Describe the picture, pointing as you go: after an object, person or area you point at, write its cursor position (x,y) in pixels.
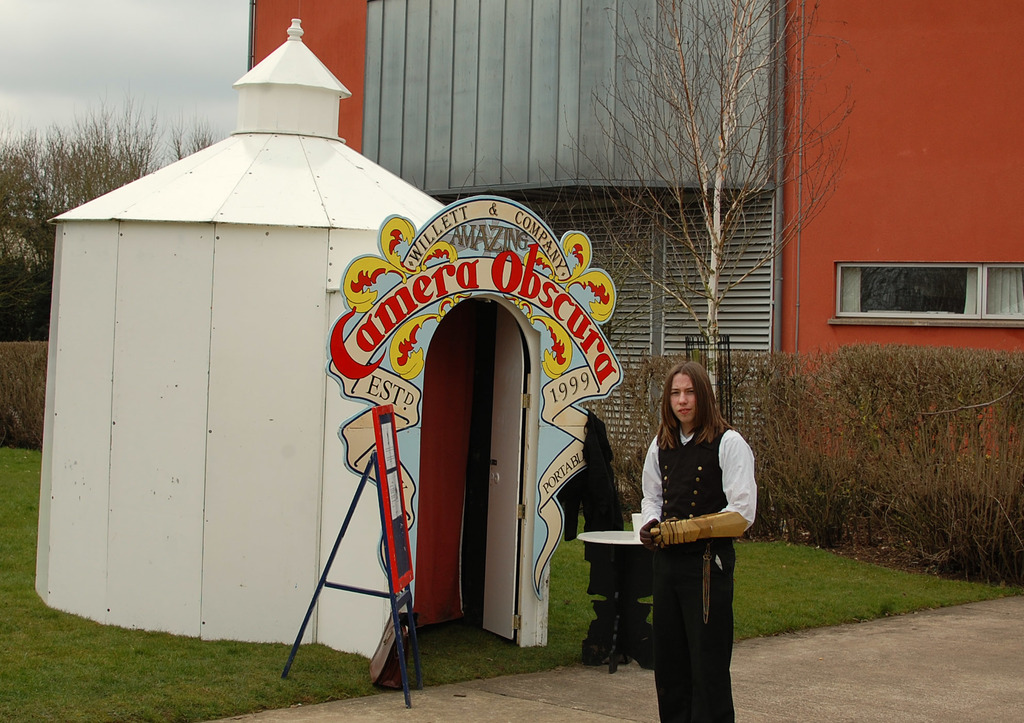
In this image we can see a person (661,569) wearing white and black color dress (710,547) standing on the ground (591,686) and at the background of the image (229,456) there is building (685,276) and some white color house (255,337) and there are some trees (14,223) and cloudy sky (75,76).
